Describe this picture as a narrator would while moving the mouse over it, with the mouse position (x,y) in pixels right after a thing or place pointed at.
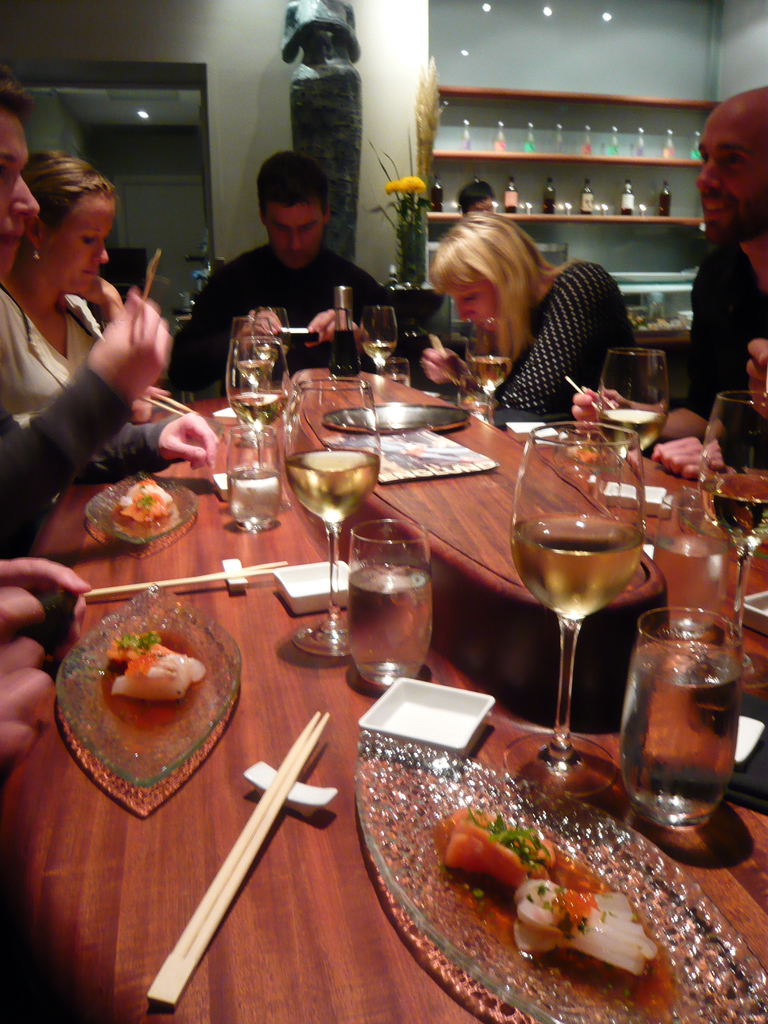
On the background (421,159) we can see one flower vase (405,243), bottles (666,149) in a rack (643,219), wall (394,69) and a statue (322,17). Here we can see few persons (274,260) sitting on chairs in front of a table (183,596) and on the table (177,875) we can see chopsticks (234,853) and a plate (689,1004) of dishes (470,809), bowls (457,725), drinking glasses (565,596) and a plate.
